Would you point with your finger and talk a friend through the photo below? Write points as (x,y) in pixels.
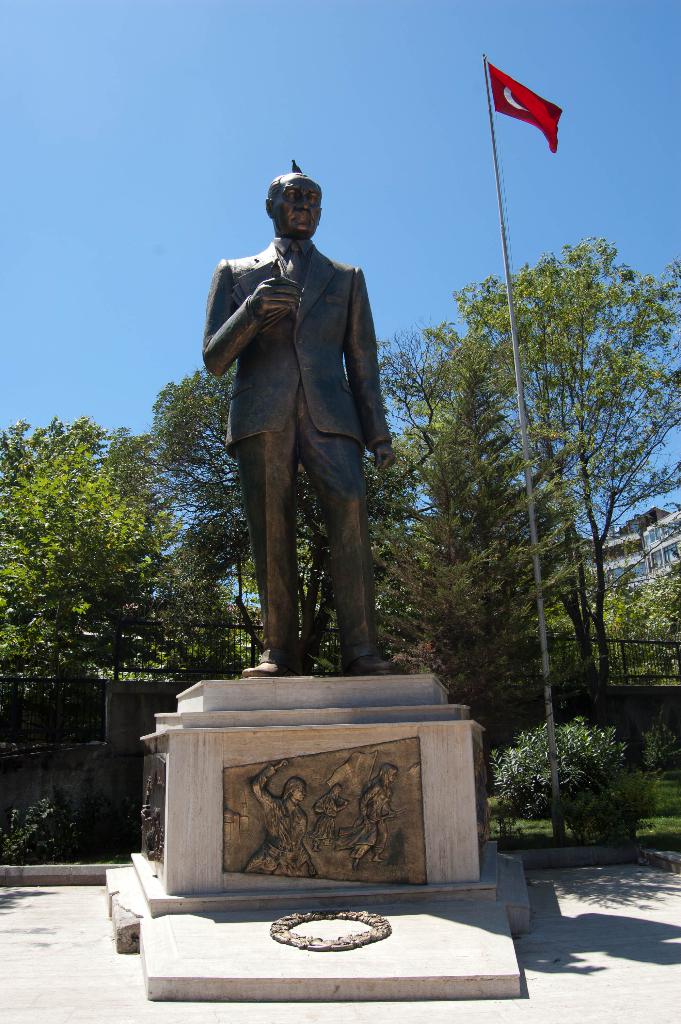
In the center of the image (285,354), we can see a statue (382,408) and there is a flag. In the background (430,546), there are buildings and trees (151,571) and we can see a fence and some plants (581,821). At the top (172,210), there is sky (178,179) and at the bottom (592,964), there is a road (588,988).
